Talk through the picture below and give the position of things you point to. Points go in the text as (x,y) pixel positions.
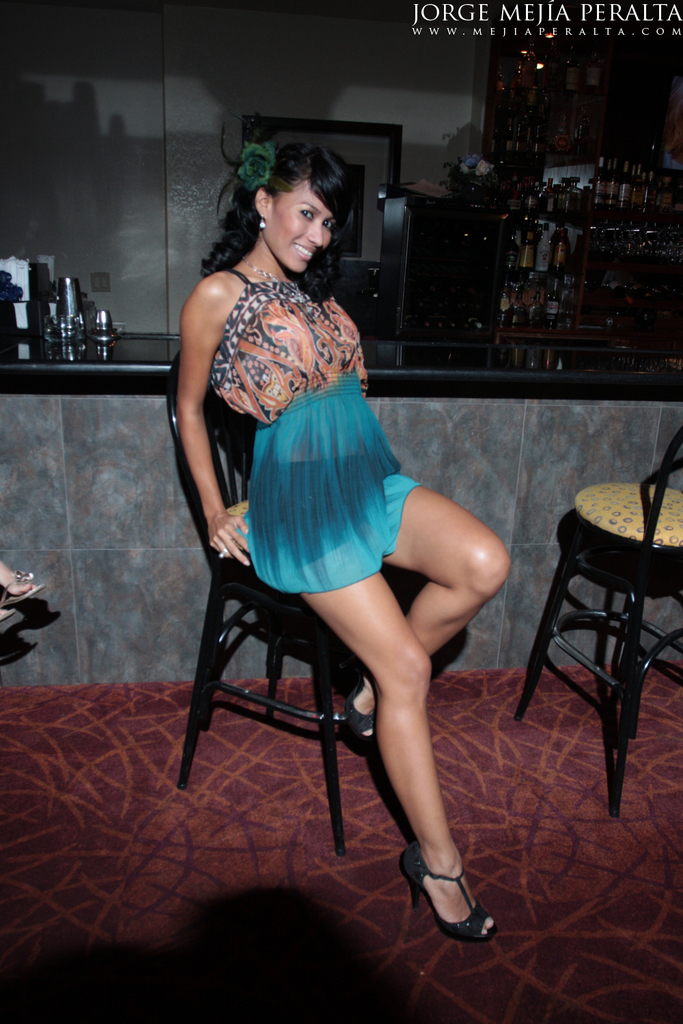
There is a woman (462,912) sitting on a wooden chair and she is smiling. Here we can see a wine bottles (510,261) on the top right side (538,202).
